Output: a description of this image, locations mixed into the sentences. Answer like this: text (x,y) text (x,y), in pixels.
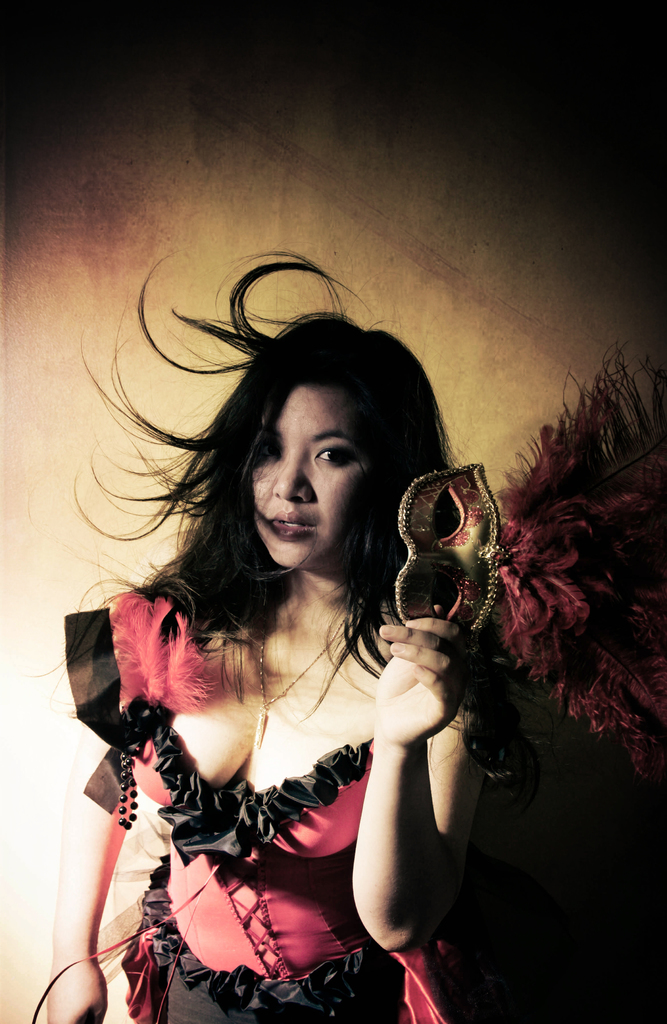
In this image we can see a woman (283,764) standing and holding a mask (414,541) in her hand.
